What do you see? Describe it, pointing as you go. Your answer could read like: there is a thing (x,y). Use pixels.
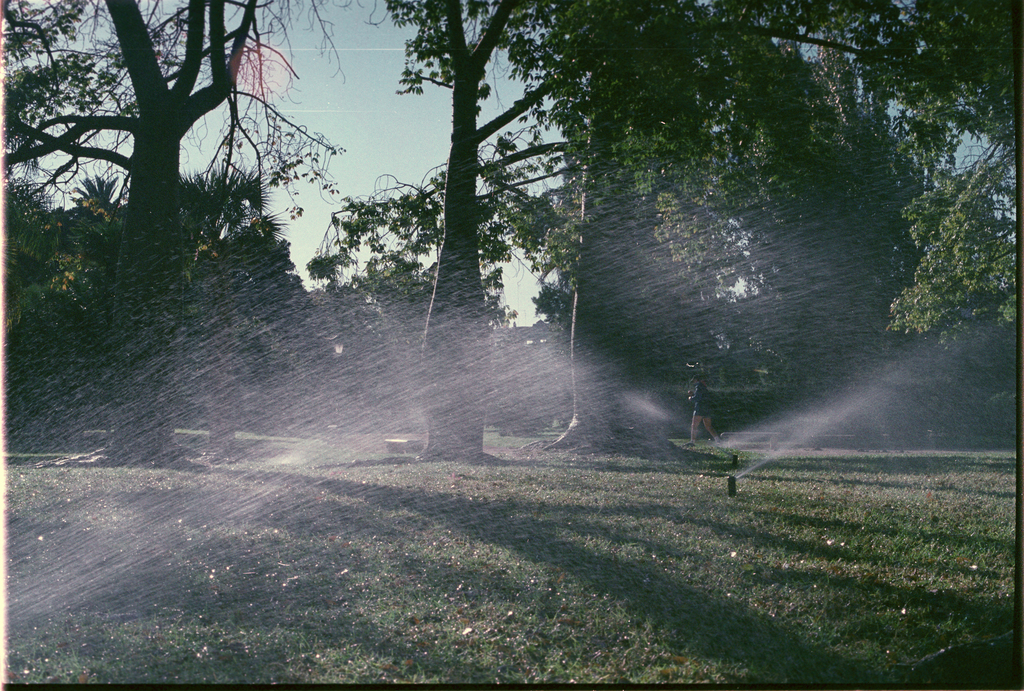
In this picture we can see grass (748,488), sprinklers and water (216,521). There is a person (711,425) walking and we can see trees (988,325). In the background of the image (398,174) we can see the sky (362,77).
